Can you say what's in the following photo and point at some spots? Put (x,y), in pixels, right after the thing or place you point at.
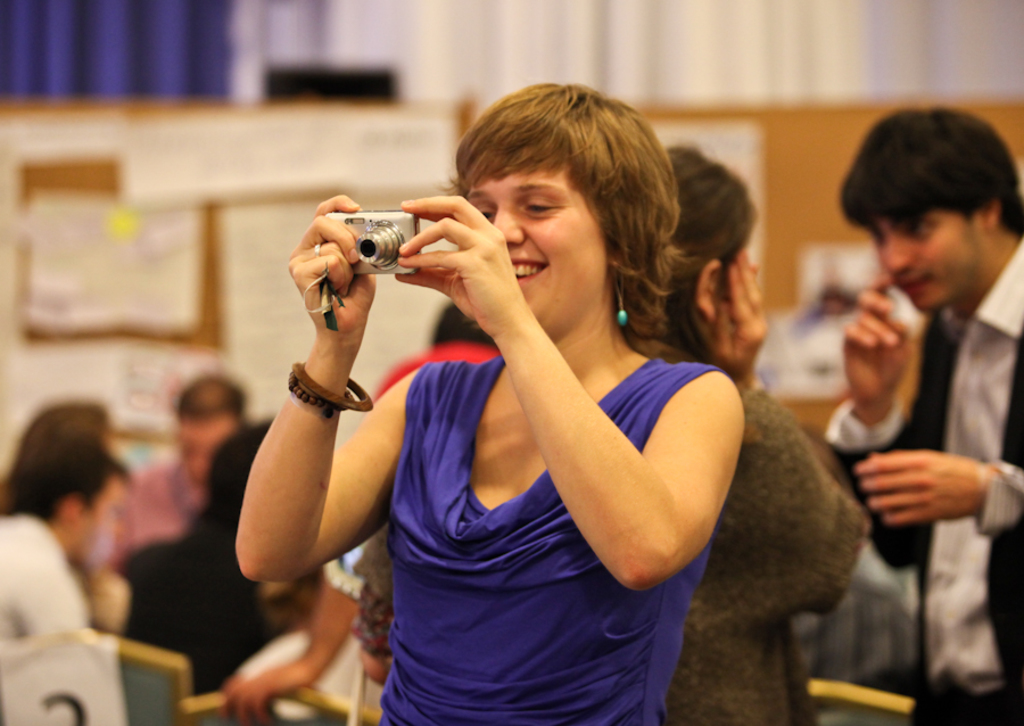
This picture shows a woman (656,264) with a smile on her face (566,242) holds a camera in her hand (350,295) and we see few people (698,332) standing on back and seated on the chairs (202,720).
